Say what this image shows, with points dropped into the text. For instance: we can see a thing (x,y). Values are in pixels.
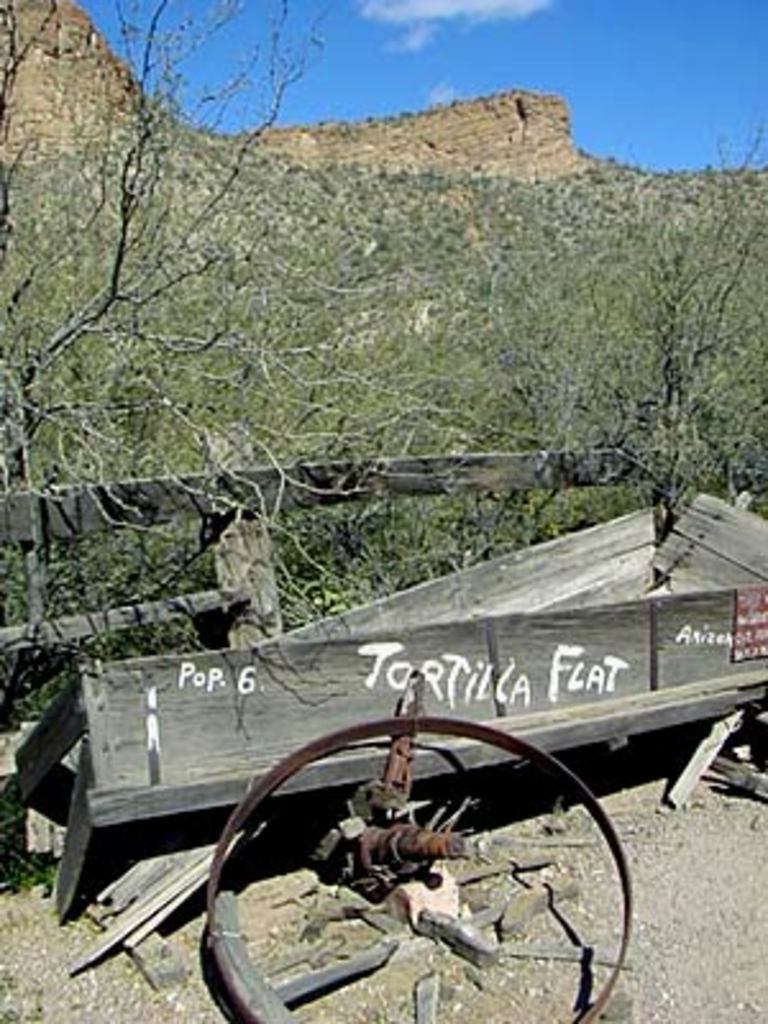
In the image we see a broken cart (355,822), wooden fence (253,553), trees (656,333), mountain (352,220) and cloudy pale blue sky (425,38).
